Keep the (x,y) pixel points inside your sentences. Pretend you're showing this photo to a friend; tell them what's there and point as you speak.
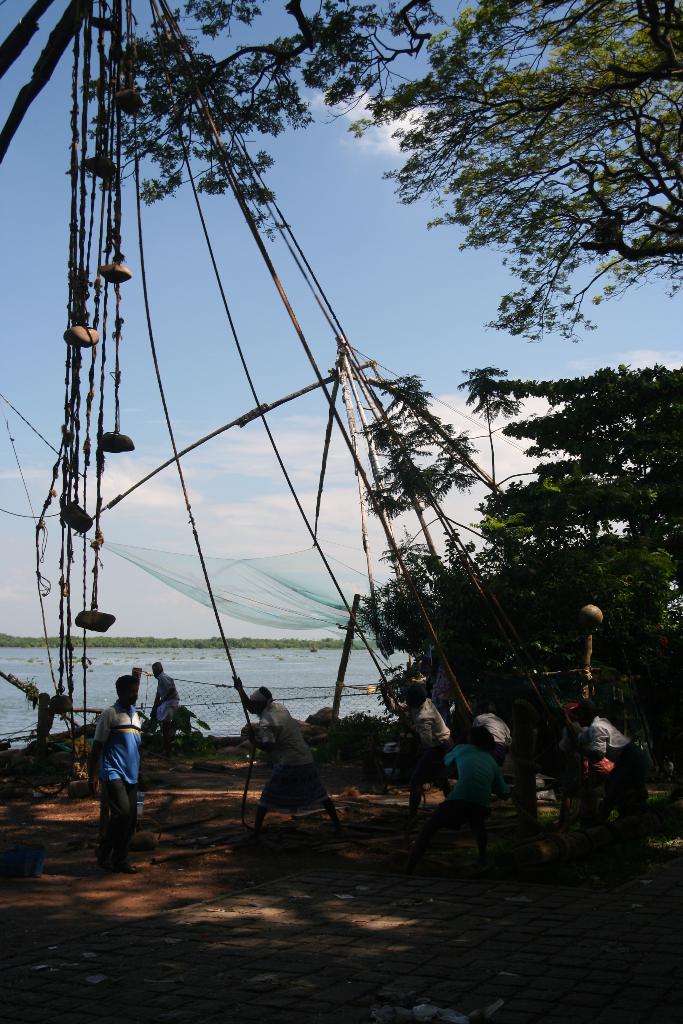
In the image there are ropes (131,57) with stones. Also there is a net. There are few people (484,762) standing on the ground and they are holding ropes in their hands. On the right side of the image (671,439) there are trees (671,439). Behind the people (170,695) there is water (224,664). Behind the water (195,664) there are trees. In the background (14,623) there is a sky (6,542) with clouds (262,505).
